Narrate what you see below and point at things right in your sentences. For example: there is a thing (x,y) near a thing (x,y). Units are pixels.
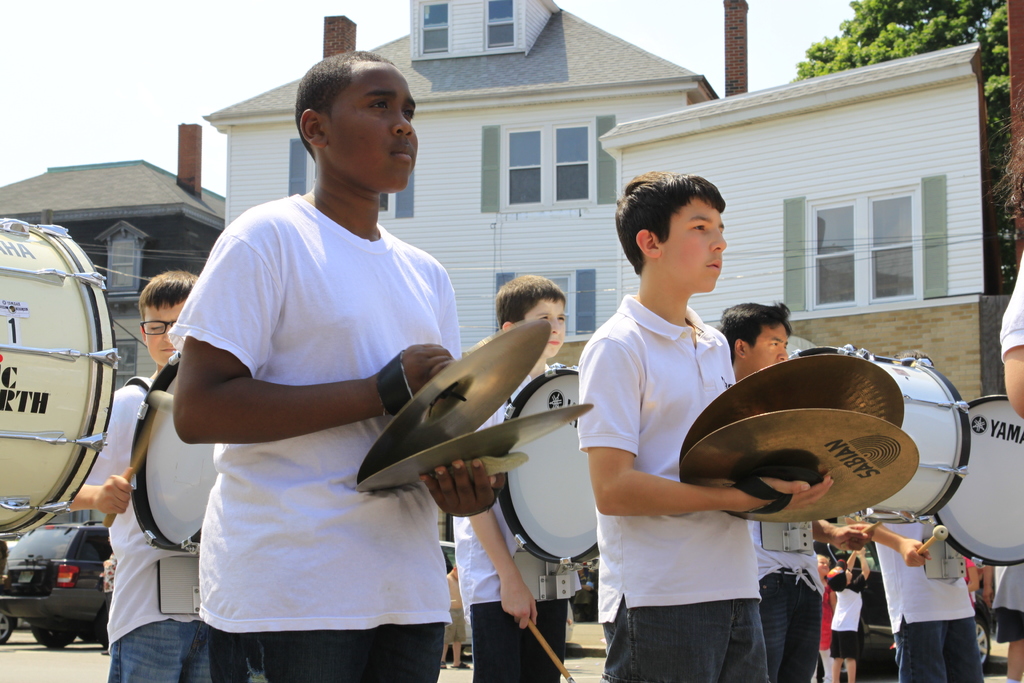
This picture describes about group of people (584,438), few people (226,370) are holding musical instruments (470,381), in the background (559,269) we can see few vehicles (66,583), trees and buildings (494,243).
